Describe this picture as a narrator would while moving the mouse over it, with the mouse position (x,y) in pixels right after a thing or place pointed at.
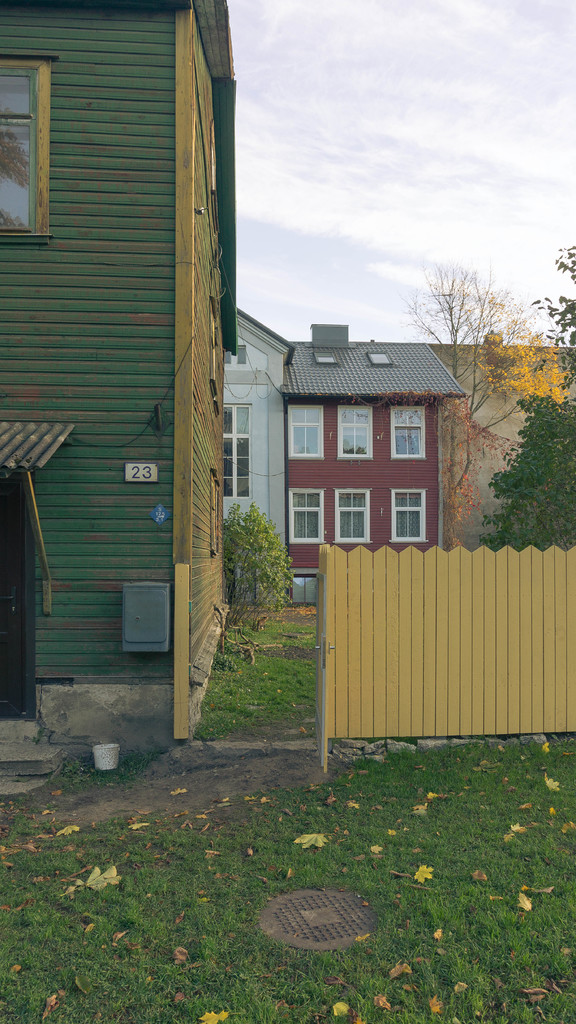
In this image I can see some grass (408,890), few leaves (419,877) and the yellow colored railing (428,682). I can see few buildings (517,440) and few trees (531,465) which are yellow and green in color. In the background (379,180) I can see the sky (382,157).
